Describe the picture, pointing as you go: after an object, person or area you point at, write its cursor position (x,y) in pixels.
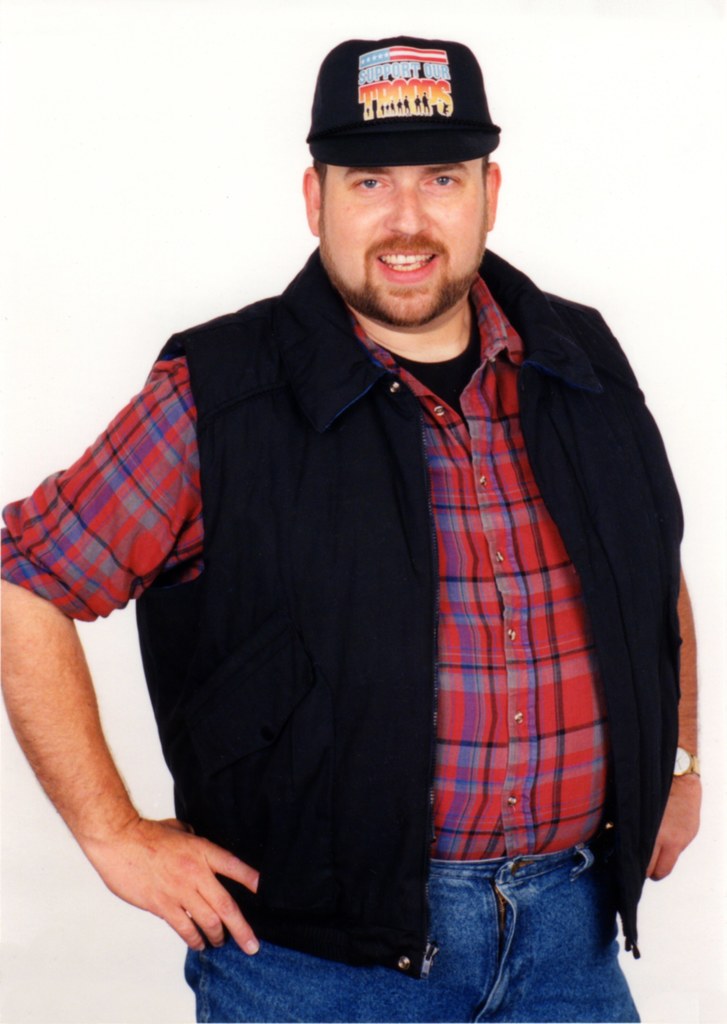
In the picture I can see a person (459,655) wearing red color shirt (98,535), black jacket (356,700), jeans (512,1008) and cap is standing here and smiling and the background of the image (229,77) is in white color.
